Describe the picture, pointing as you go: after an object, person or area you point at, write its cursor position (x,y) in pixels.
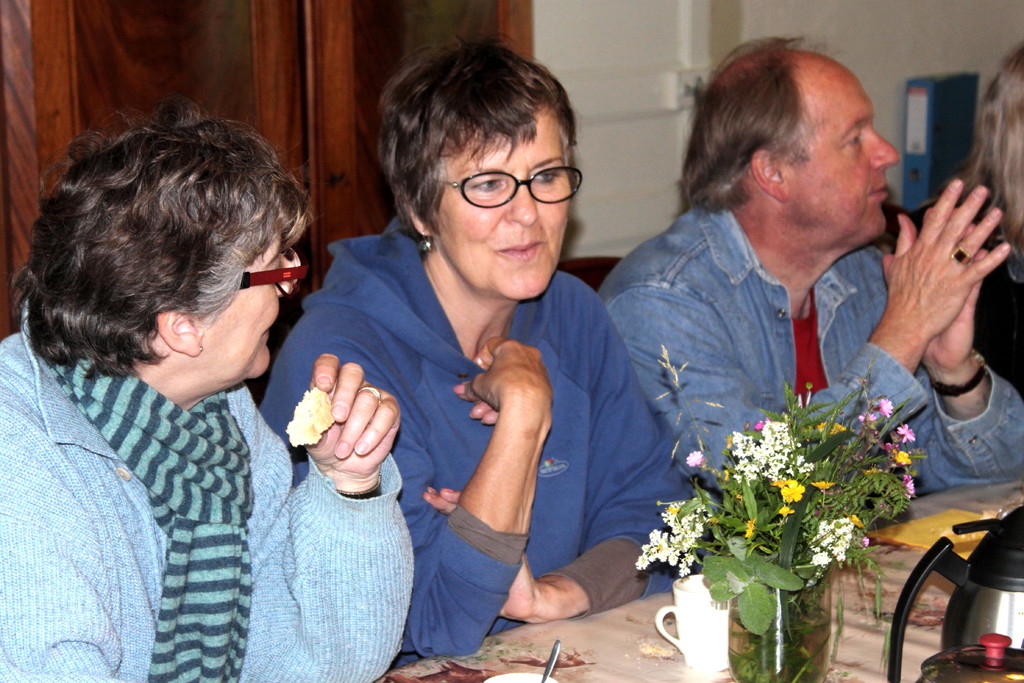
In this image in the front (592,645) there is a table (636,635), on the table (622,638) there are cups (706,626), there are flowers (829,526) and plants (787,557) in the pot (786,602) and in the center (343,423) there are persons (662,377) sitting, the person (268,471) sitting in the front (225,572) on the left side (206,528) is holding food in hand (331,438) and the person (546,403) sitting in the center (527,439) is smiling. In the background (384,21) there is a cupboard (328,27) and there is a wall (702,27) and there is a file (920,98) which is blue in colour.
